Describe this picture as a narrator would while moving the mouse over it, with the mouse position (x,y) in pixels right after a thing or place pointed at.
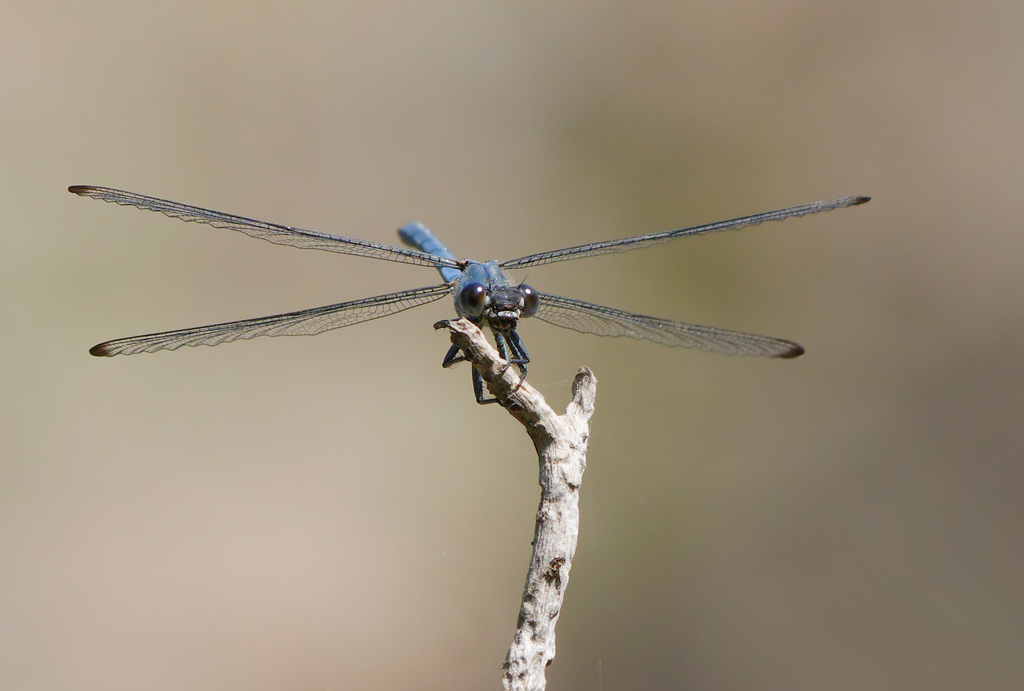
In this image we can see a dragonfly (520,343) on the stick (551,475), and the background (495,499) is blurred.
